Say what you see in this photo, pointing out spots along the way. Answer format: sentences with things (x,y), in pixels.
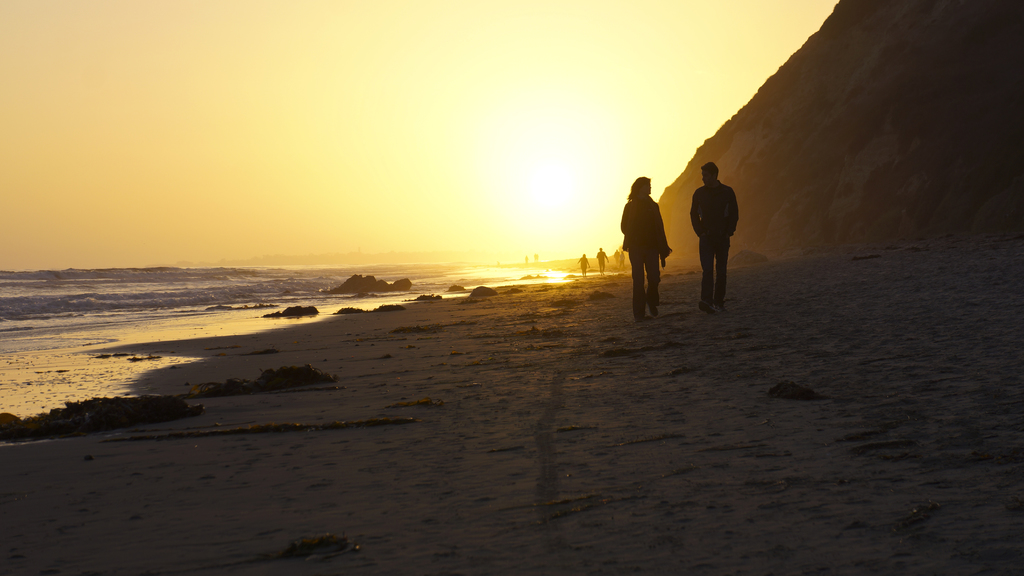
In this picture I can see people (658,249) on the ground (684,331). On the left side (137,329) I can see water (212,314) and the sky (200,144). On the right side (774,163) I can see a mountain (754,133) and the sun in the background (863,106).
